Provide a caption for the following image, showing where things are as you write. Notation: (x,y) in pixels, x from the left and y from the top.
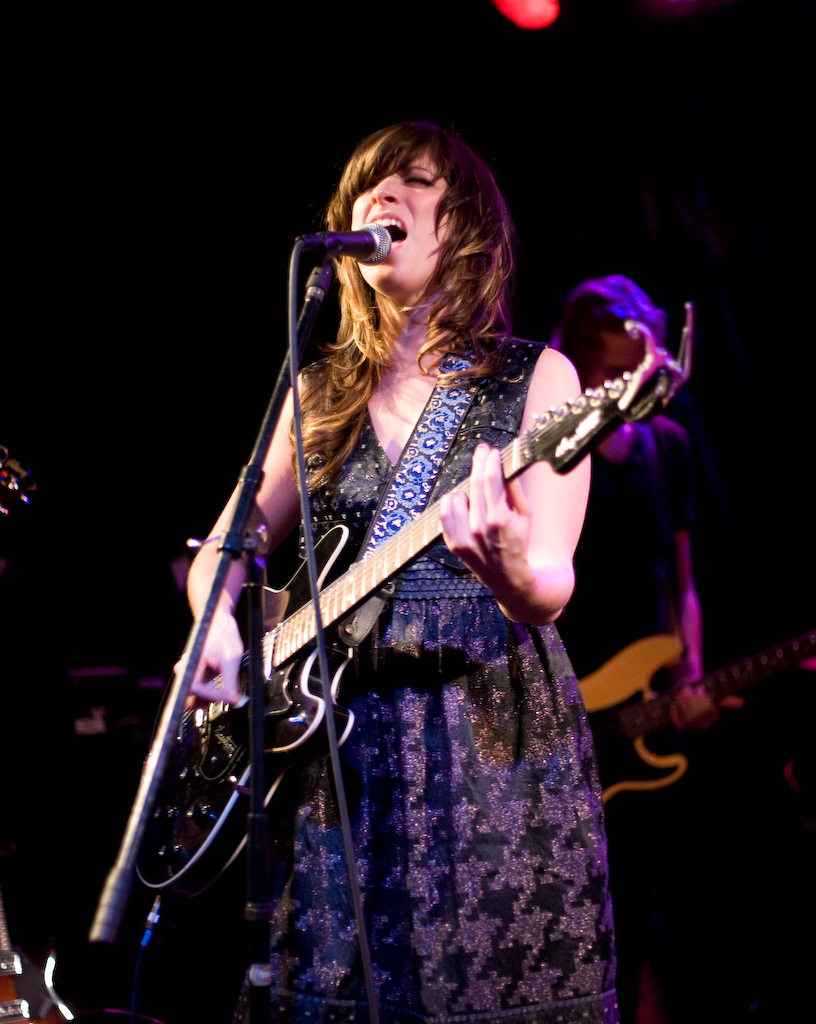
In this image i can see a woman (307,384) standing and holding a guitar (320,569). i can see a microphone (375,236) in front of her. In the background (661,608) i can see another person (598,651) holding a guitar (760,657).
